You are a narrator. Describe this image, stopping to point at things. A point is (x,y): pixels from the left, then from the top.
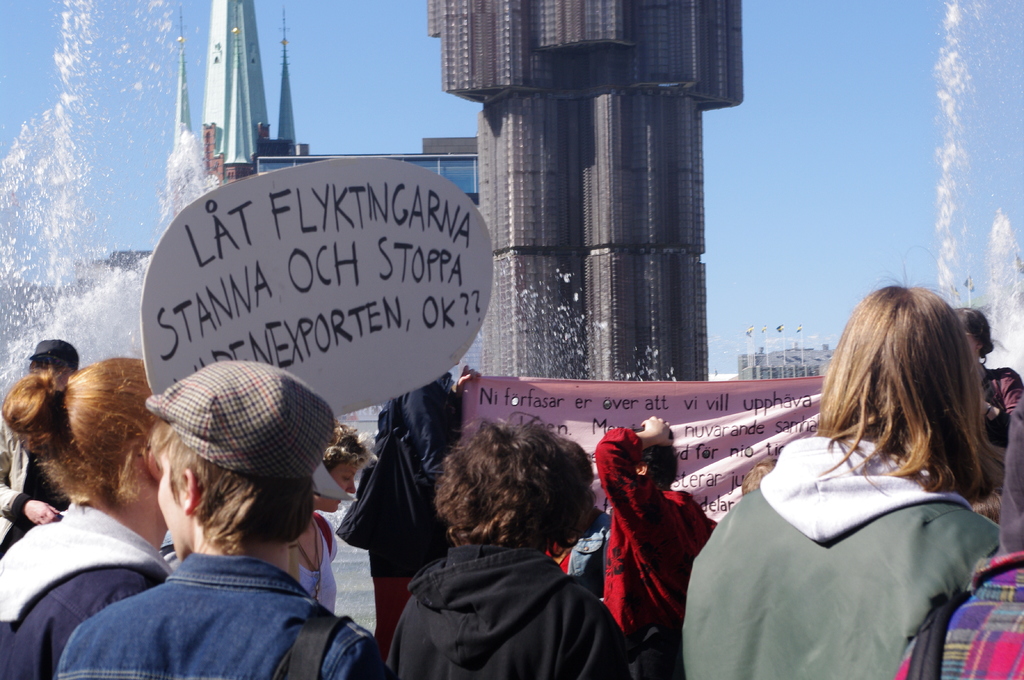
In this picture, there are people (842,579) at the bottom (389,531). In the center (531,439), there is a woman (496,528) wearing a black jacket (527,583). Towards the right (834,611), there is another woman (865,568) wearing green jacket (750,631). Towards the left (250,655), there is a person (218,586) wearing blue shirt (204,600). Before him, there is a placard (162,277) with some text (315,279). On the top (514,85), there are buildings (530,172). Towards the left (30,172) and right, there is water (50,229).
